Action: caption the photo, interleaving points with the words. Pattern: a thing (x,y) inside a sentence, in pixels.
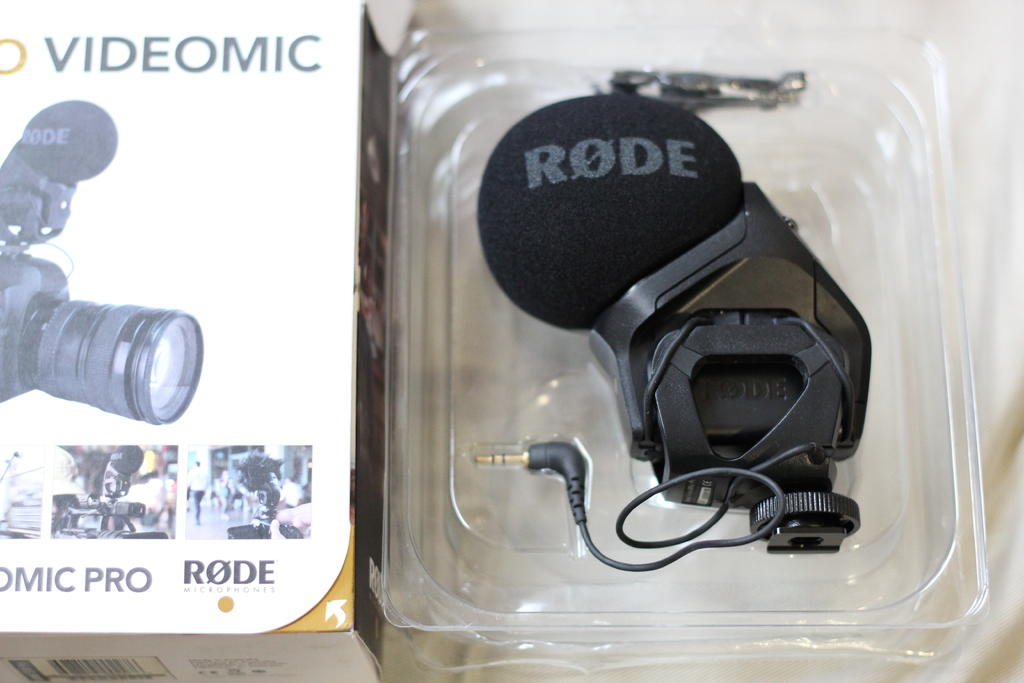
On this box (320,530) there are images of cameras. Beside this box (167,527) there is a black object (670,314).
